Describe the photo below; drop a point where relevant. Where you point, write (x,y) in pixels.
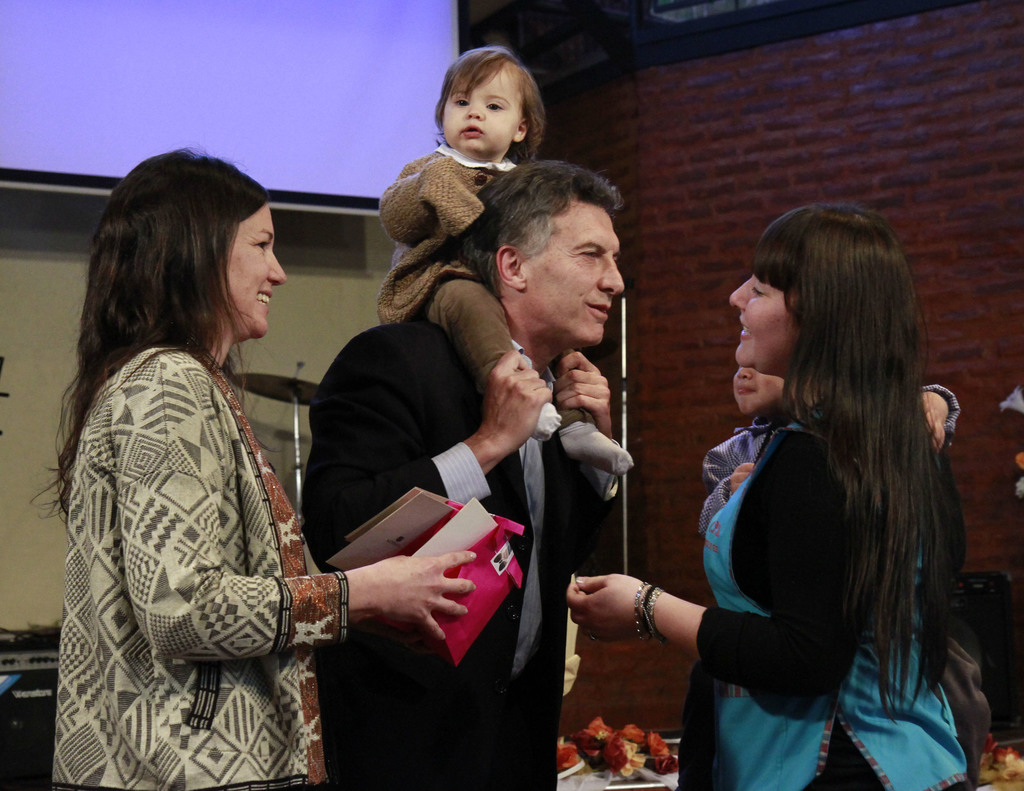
In this image we can see a man (487,417) holding a baby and we can see a woman (897,442) with a kid (752,458). We can also see the other woman (223,342) on the left (308,613) holding an object (462,634). In the background (323,126) we can see the screen (352,99), brick wall (642,197), mike stand (626,331) and also musical instrument (298,418).
